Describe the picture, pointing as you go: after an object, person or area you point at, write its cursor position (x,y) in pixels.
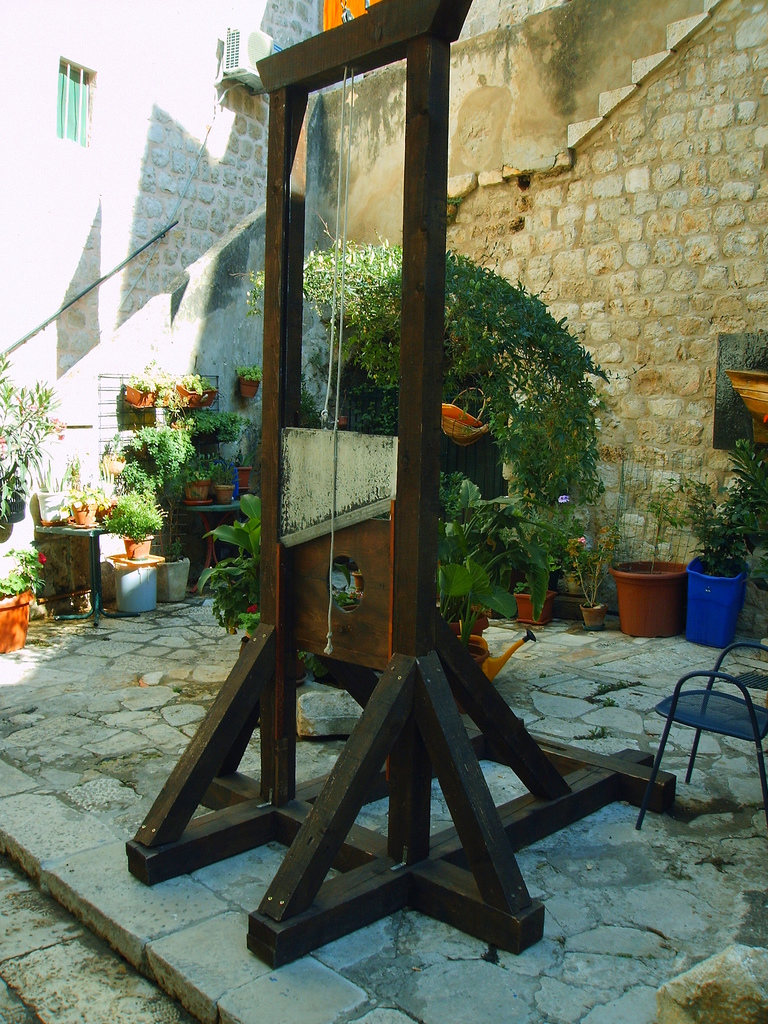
In this image there is a wooden object (399,746) on the ground (195,702), there is a chair (716,713) towards the right of the image (726,715), there are flower pots (696,576), there are plants (396,299), there is the wall (625,275), there is a window (88,110), there is a curtain (78,95), there is an object (228,53) on the wall (173,169), there is a wire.
